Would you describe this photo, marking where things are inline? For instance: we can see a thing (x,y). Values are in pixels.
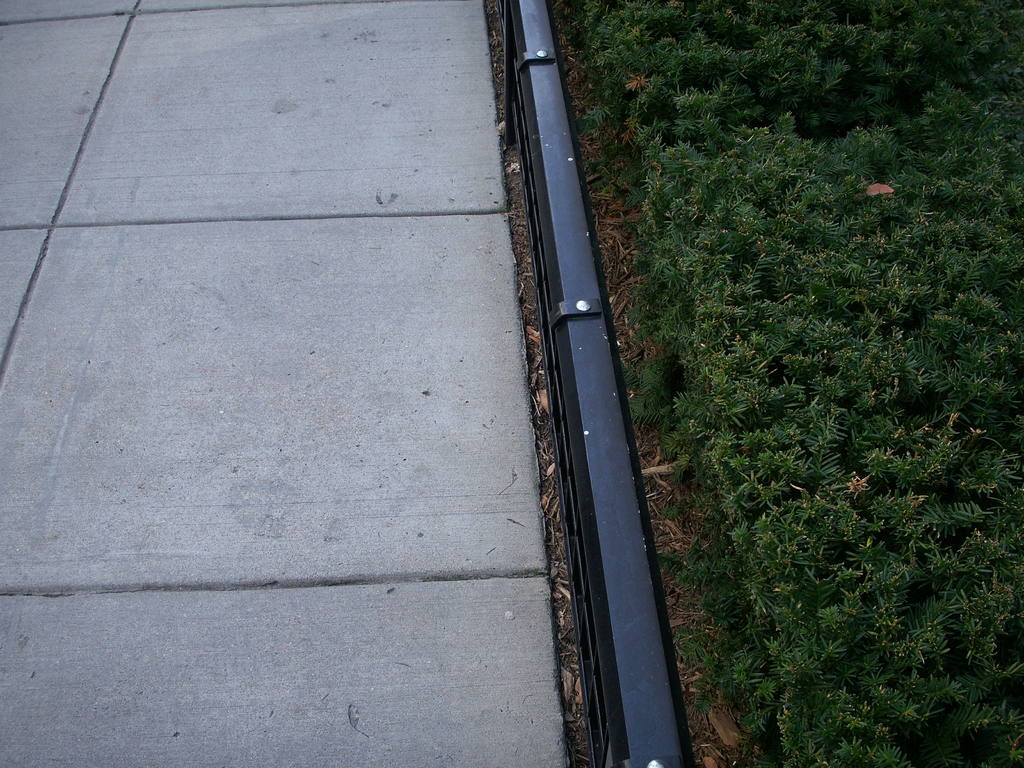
On the right side (796,285) I can see the bushes (799,494). In the middle (586,379) there is a railing (568,248). On the left side (252,152), I can see the floor (115,293).
